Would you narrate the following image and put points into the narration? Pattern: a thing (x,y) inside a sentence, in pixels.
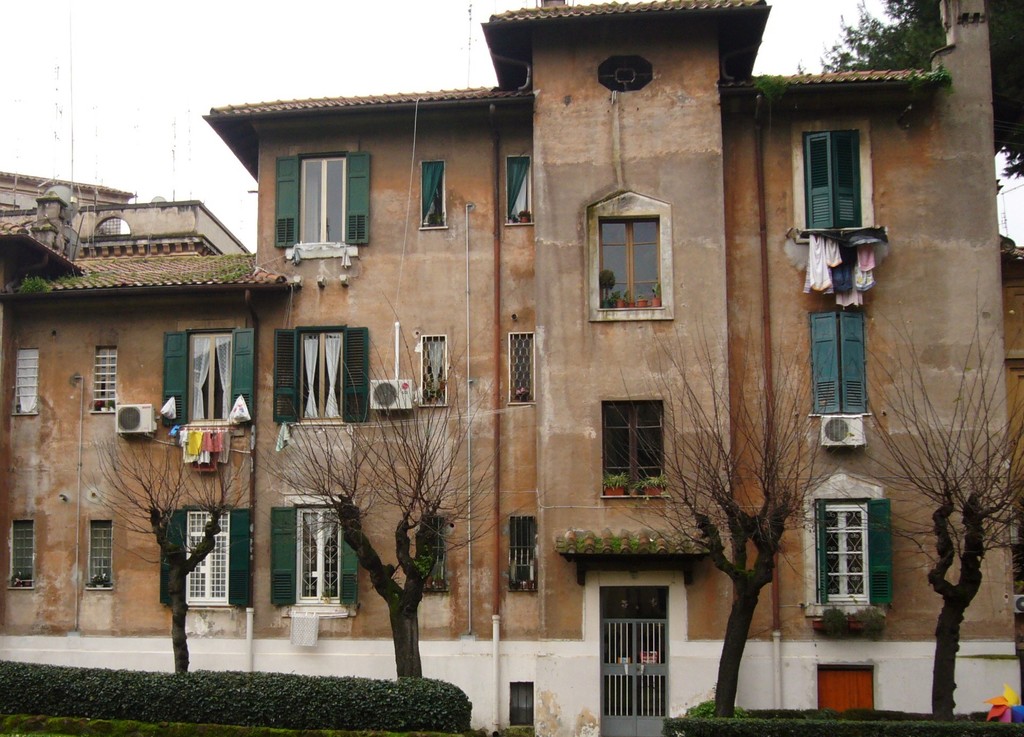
In the picture we can see a building (794,148) with windows (24,574) and glasses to it and under the building (707,287) we can see a gate door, besides, we can see plants (834,612), and dried trees (971,522) and behind the building (607,454) we can see a sky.
